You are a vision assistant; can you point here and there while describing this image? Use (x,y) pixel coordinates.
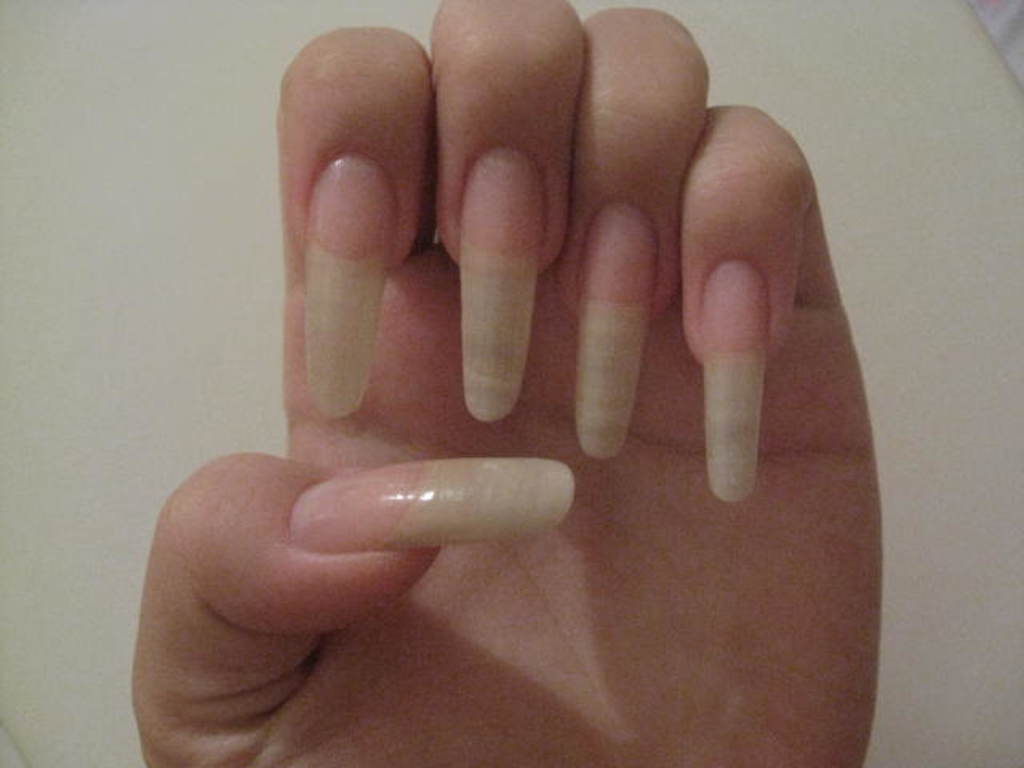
In this picture we can see a person hand (494,508) with nails (439,463) and behind the hand (444,441) there is a white background (61,443).
